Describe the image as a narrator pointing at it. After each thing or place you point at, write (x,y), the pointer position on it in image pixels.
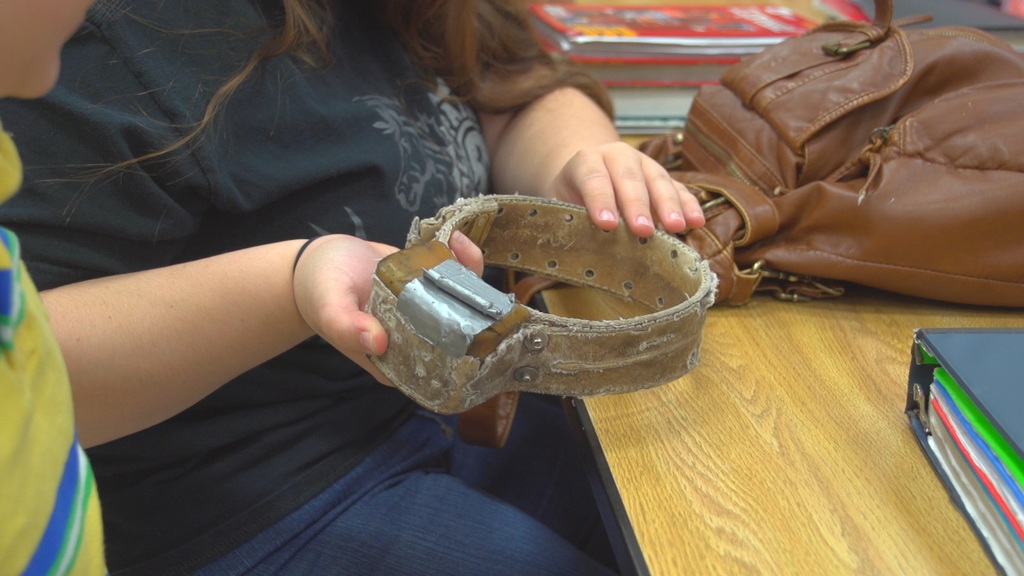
In this image there are two persons (246,292), a person (268,339) holding an object (493,320), and there is a bag (924,39) and books (700,69) on the table (949,560).
